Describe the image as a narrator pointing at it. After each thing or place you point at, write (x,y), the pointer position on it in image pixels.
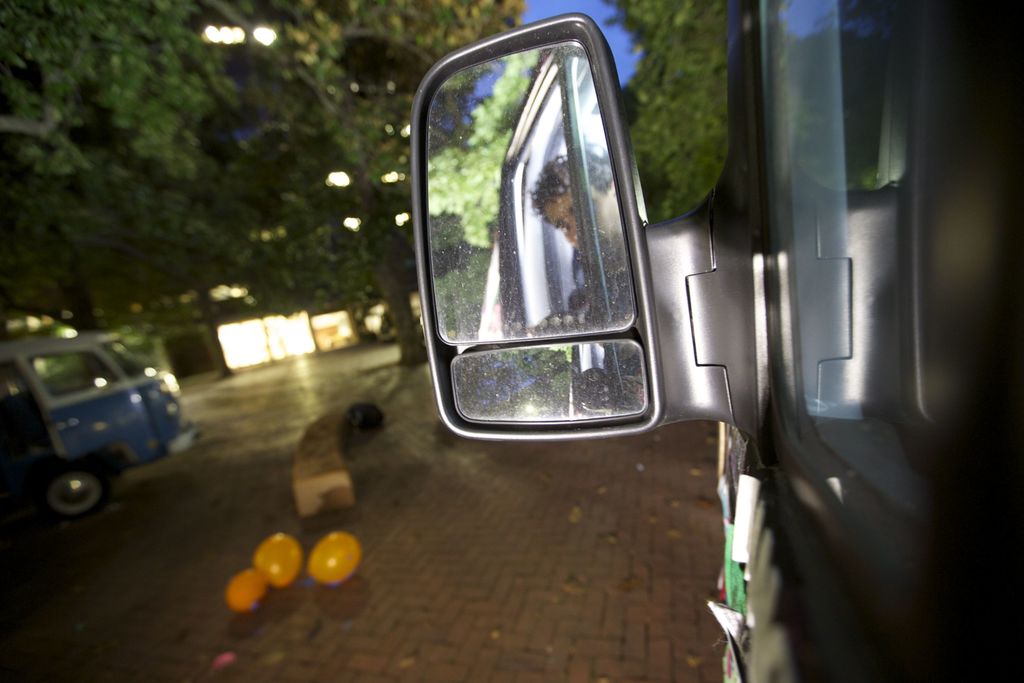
In this picture we can see a vehicle (805,339) with the side mirror (562,326) and on the mirror (534,306) we can see the reflection (557,267) of a person (542,212). On the left side of the side mirror (491,311) there are balloons (330,541) and a vehicle (57,410) on the walkway (38,526). Behind the vehicles (21,421) there are trees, lights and the sky (619,28).
